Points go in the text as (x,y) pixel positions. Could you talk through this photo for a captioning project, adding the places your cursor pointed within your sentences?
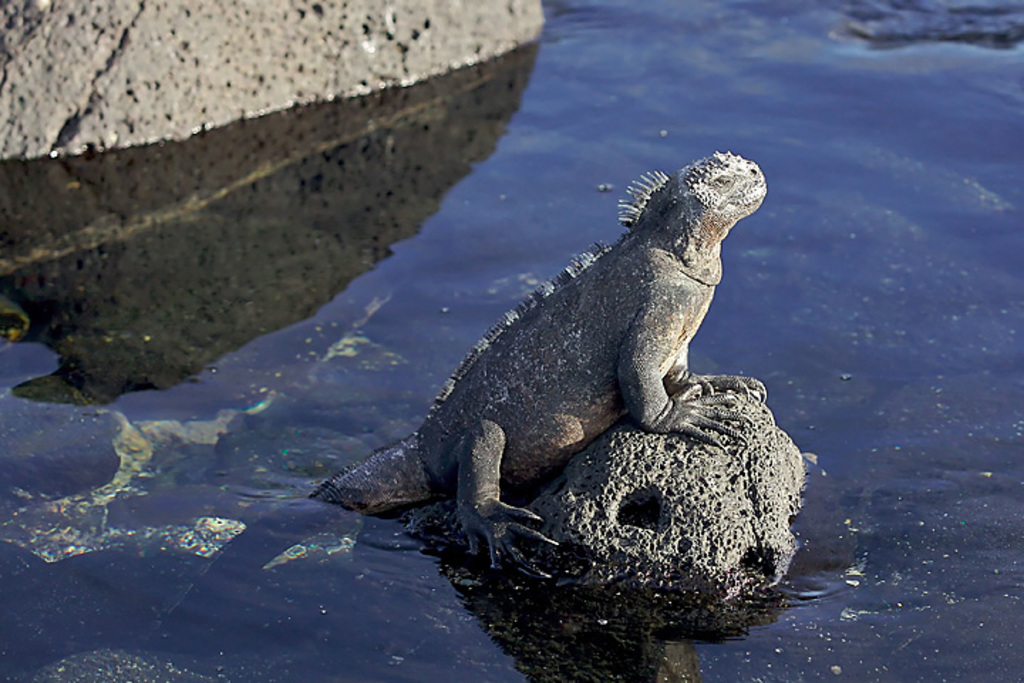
In the image there is an iguana (533,434) standing on a rock (617,512) in the middle of a lake (855,204).
